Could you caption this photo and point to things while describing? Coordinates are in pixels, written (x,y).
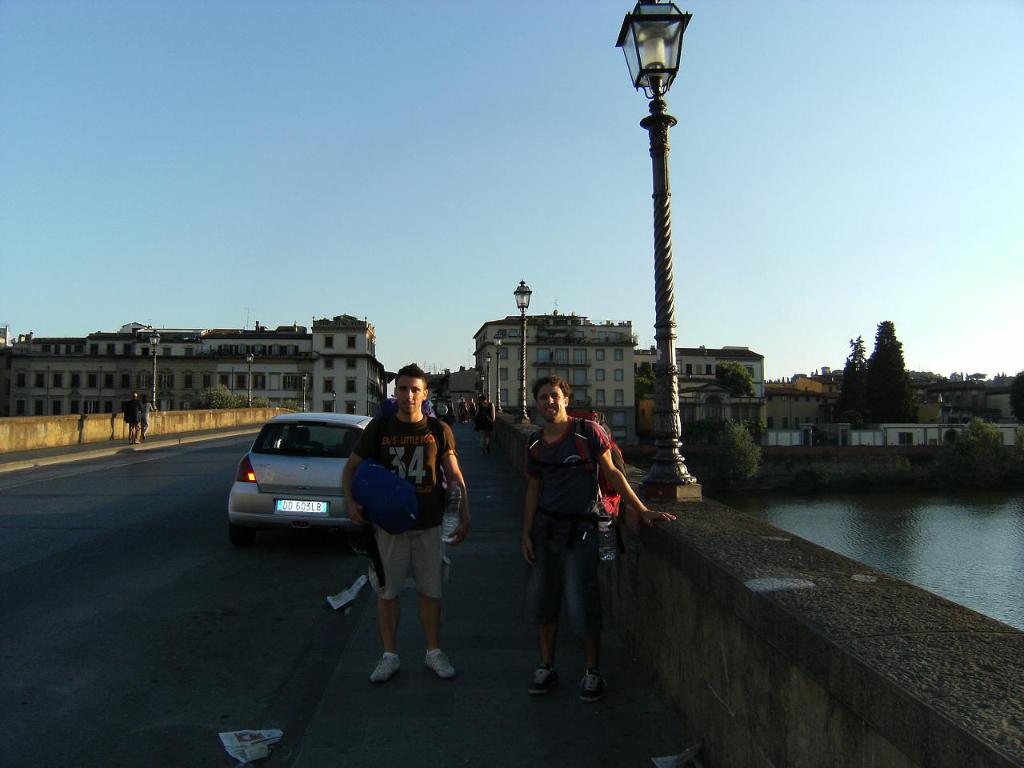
In this image in the center (571,496) there are persons (385,531) standing. In the background (267,467) there is a car (312,479) moving on the road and there are persons (461,403) walking, there are poles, buildings (188,382) and trees (872,418) and there is water (969,529) on the right side (989,538) and in the front (254,757) on the road (202,738) there is a paper (251,749).
